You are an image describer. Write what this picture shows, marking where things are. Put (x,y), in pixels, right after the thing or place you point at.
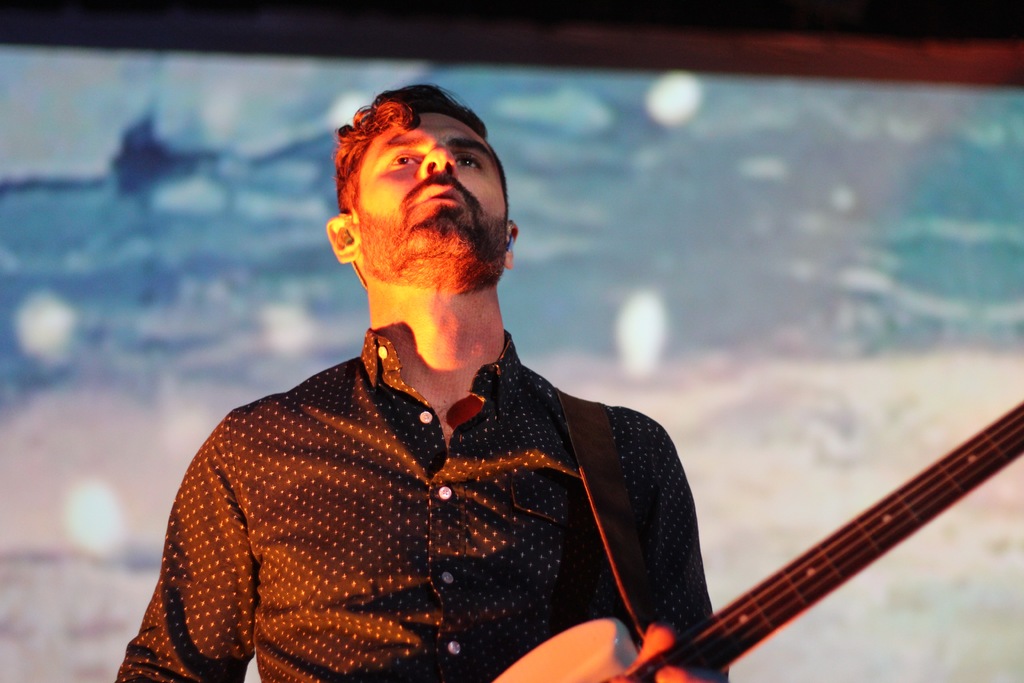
This picture is clicked in a program. In the middle of this picture (391,451), we see a man (281,536) wearing black shirt (435,553). He is holding guitar (571,663) in his hands (649,642). We can see light (381,312) on his face (397,206). On background (103,212), we see blue color cloth (829,225) like.
